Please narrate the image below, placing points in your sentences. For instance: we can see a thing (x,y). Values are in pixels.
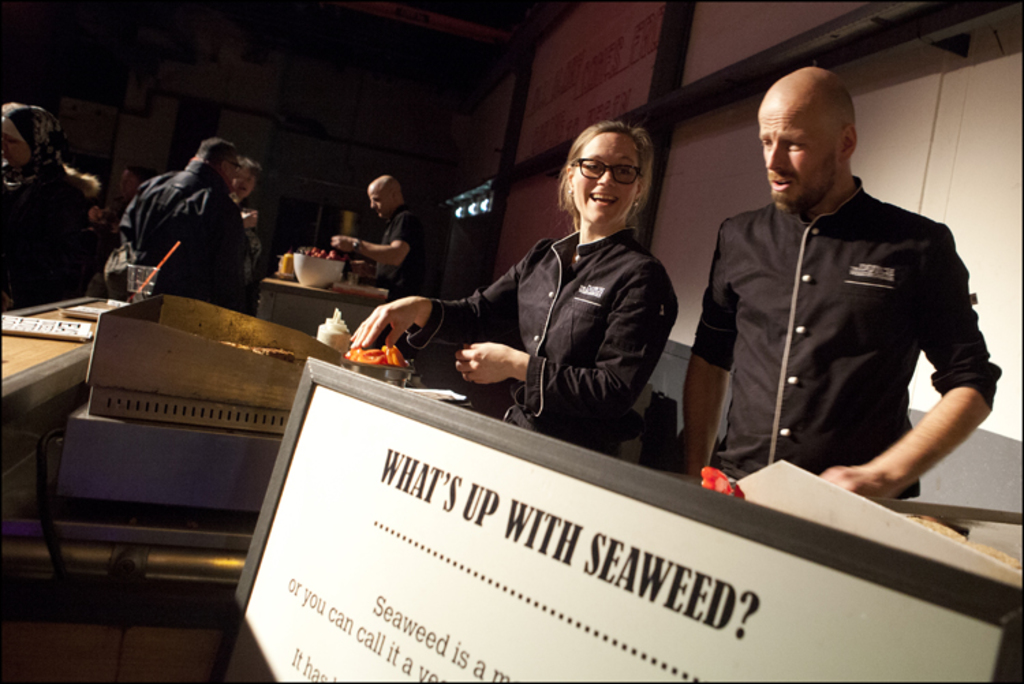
In this image there is a woman (575,248) and a man (891,262) are standing behind the frame (304,529). Woman (615,399) is wearing a spectacles (618,166). Before there is a vessel (407,372) and bottle (324,329). Left side (11,338) there is a table (26,337) having few papers (123,302), glass (151,286) with straw (143,286) are on it. Behind there are few persons (207,258). Middle of image (377,288) there is a table (310,296) having a bowl (309,268) on it. Behind it there is a person (396,249) wearing black shirt (415,244).
